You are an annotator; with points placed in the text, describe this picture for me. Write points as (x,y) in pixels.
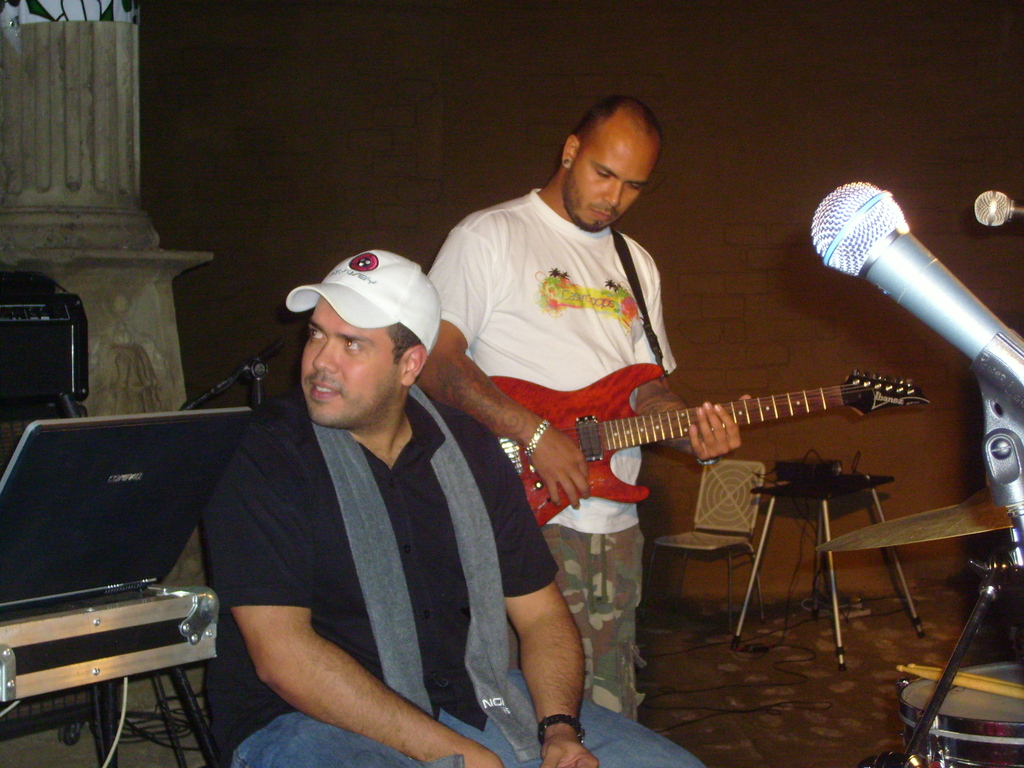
On the background of the picture (680,128) we can see a wall (541,87) with bricks (586,85). Here we can see a man (589,258) wearing a white shirt (592,341) standing in front of a mike (925,279) and playing guitar (584,450). Here we can see one man (432,531) sitting and wearing a white color cap (396,315) and a black colour tshirt (449,552) and an ash color scarf (403,568) around his neck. This is a laptop (128,536) and it's an electronic device (168,507).
